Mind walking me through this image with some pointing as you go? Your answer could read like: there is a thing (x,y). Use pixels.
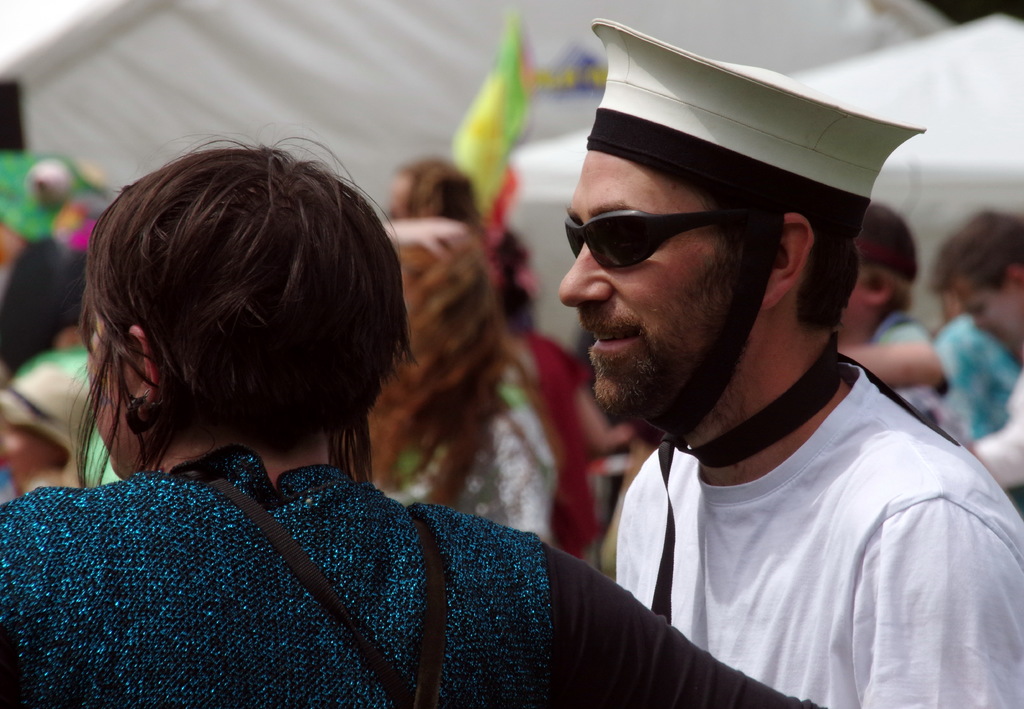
In this picture we can see a few people (501,596) from left to right. There are tents (533,49) in the background (981,138).
